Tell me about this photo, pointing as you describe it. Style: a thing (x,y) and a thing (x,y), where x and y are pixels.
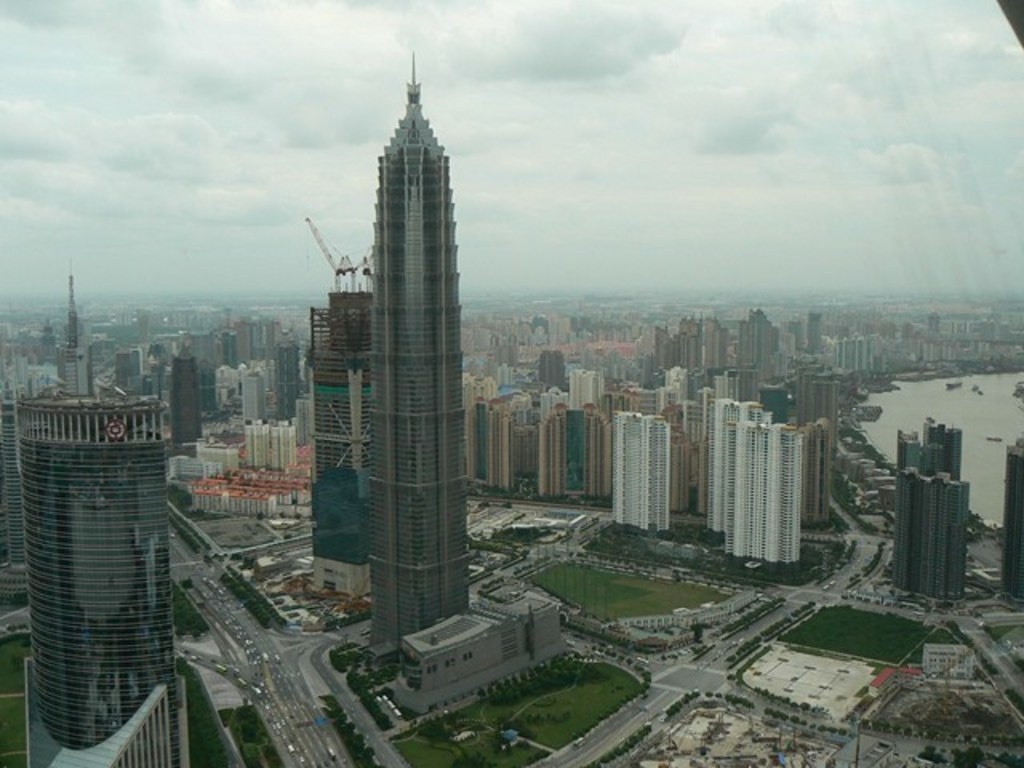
In the foreground of this image (322,388), we can see the city (271,405), which includes skyscrapers (368,427), trees (499,687), roads (270,664), vehicles (334,755) and the poles (859,744). On the right (987,411), there is water (987,411). On the top (700,33), there is the sky (311,118) and the cloud (302,97).
